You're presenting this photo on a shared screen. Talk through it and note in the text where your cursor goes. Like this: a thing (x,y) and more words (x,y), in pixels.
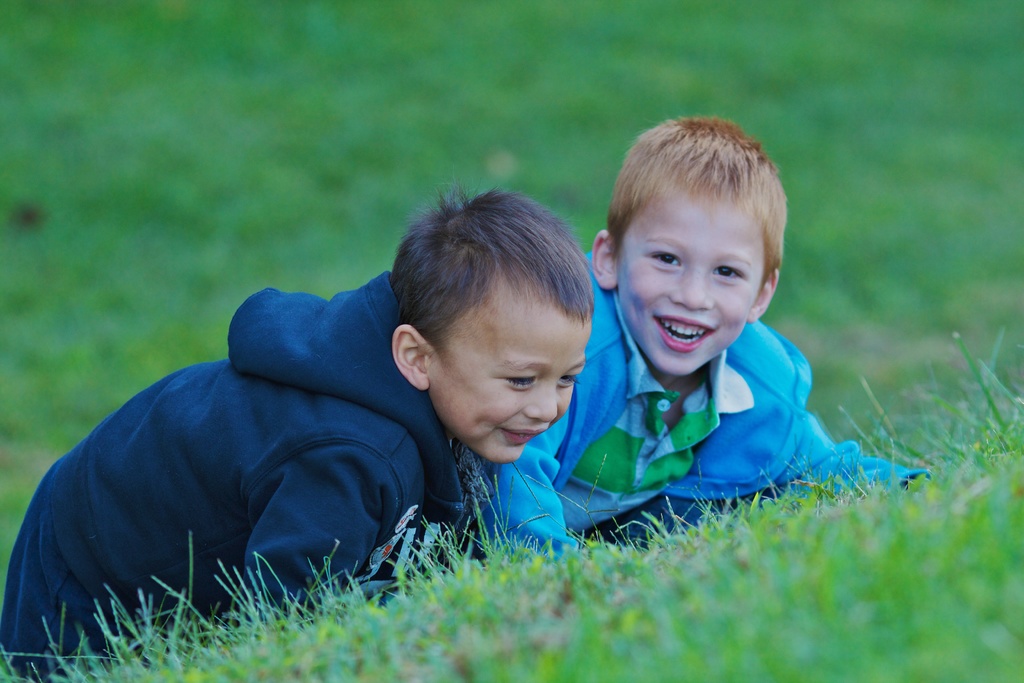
In this picture we can observe two boys (629,365) laying on the ground (658,575). They were wearing blue color dresses (429,434). Both of them were smiling. We can observe some grass (602,605) on the ground (582,574). In the background (358,73) there is an open ground (307,112).
